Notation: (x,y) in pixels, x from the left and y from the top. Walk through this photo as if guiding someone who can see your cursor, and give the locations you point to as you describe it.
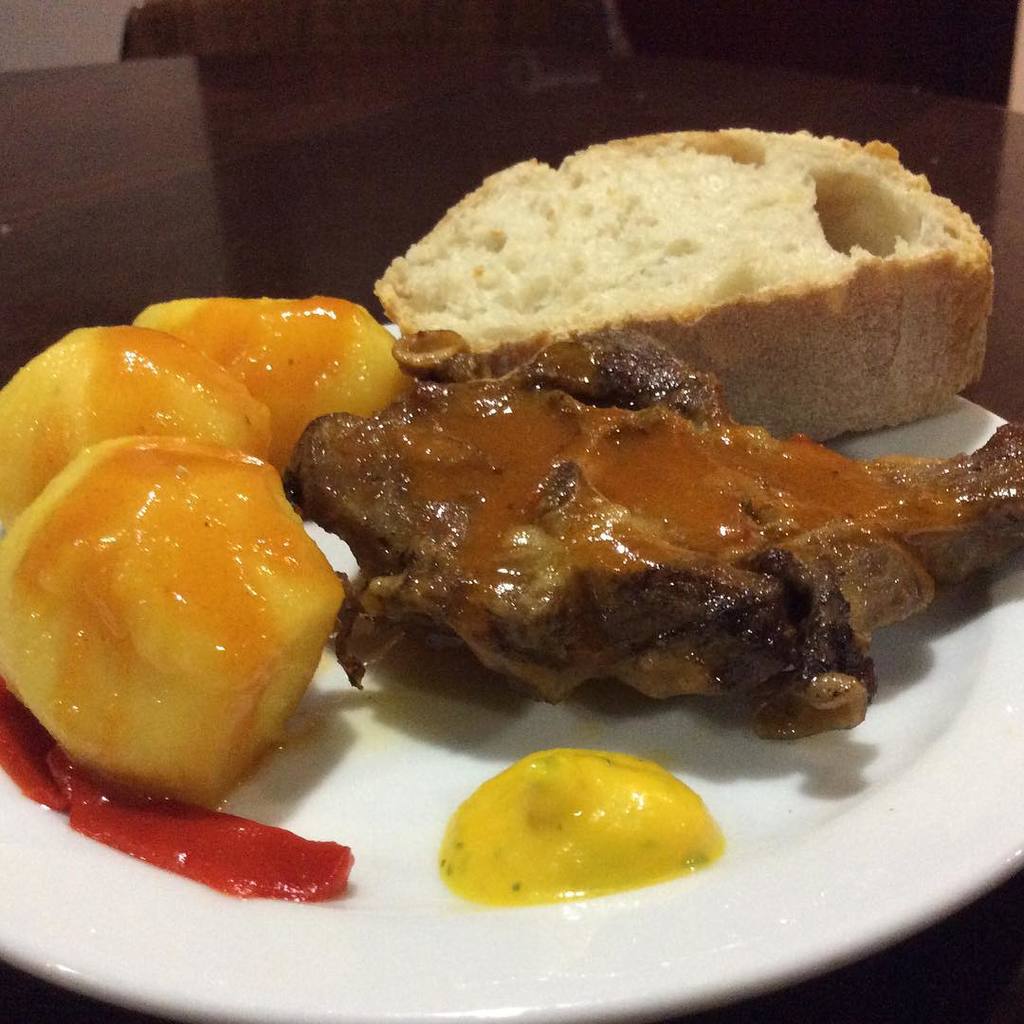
In this image I can see a plate (663,934), on the plate (578,746) I can see food item (809,451).
